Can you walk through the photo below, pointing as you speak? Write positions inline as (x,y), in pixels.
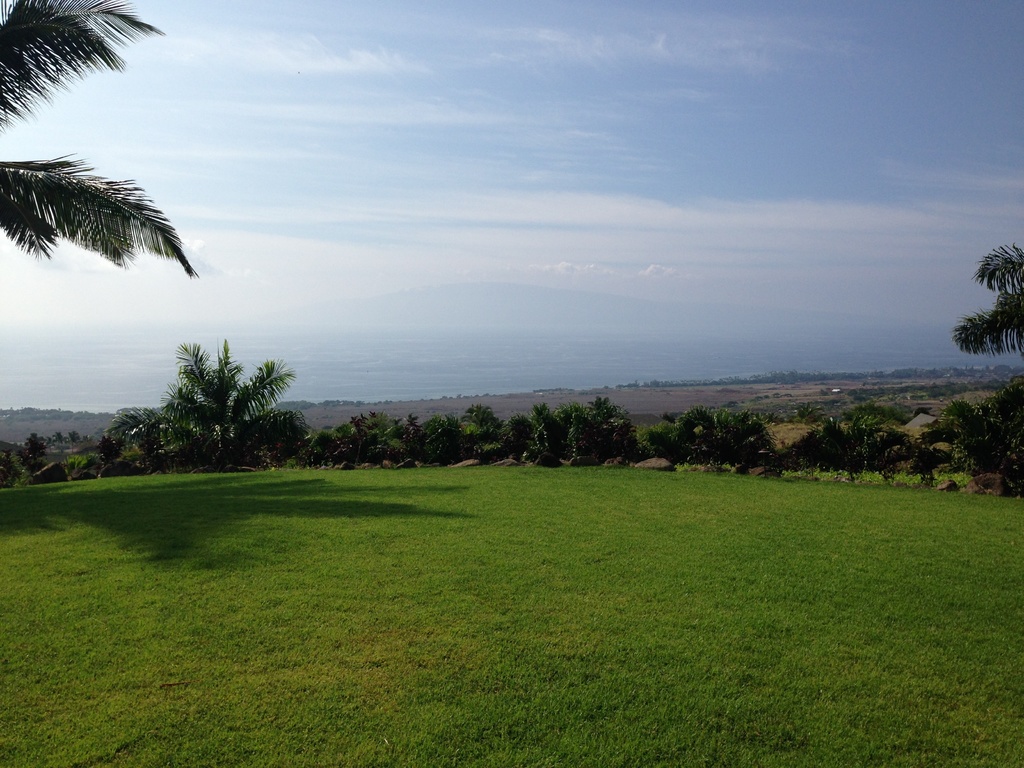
In this picture we can see grass (494,536), trees (514,445) and clouds (61,286).
